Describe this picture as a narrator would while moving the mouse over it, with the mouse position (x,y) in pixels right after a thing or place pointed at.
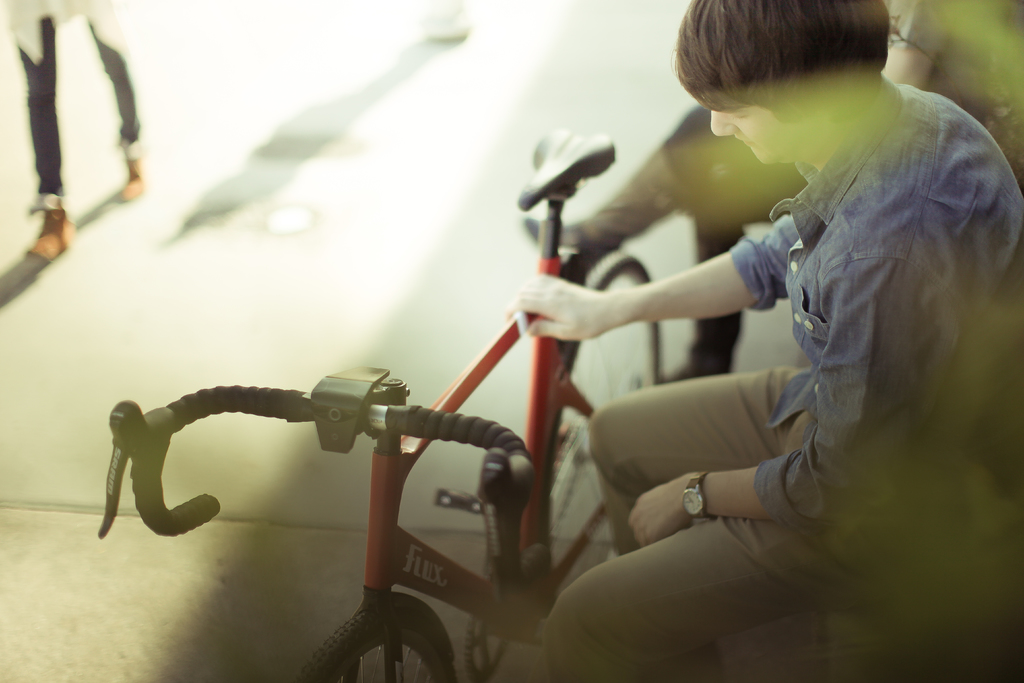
In this picture there are two people (767,266) sitting and we can see bicycle (398,566) on the ground (236,634). In the background of the image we can see person's legs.
